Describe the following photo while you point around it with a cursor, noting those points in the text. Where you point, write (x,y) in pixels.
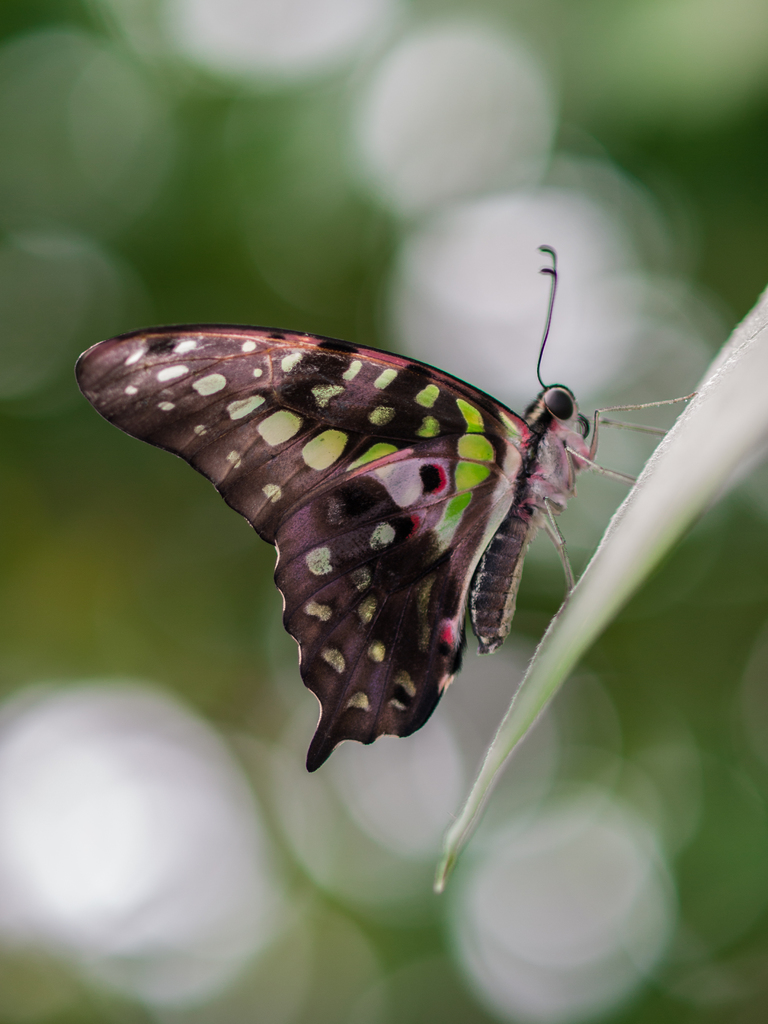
In this picture there is a butterfly (377,395) in the center of the image (294,493) on a leaf (746,385) and the background (54,49) area of the image is blur.
